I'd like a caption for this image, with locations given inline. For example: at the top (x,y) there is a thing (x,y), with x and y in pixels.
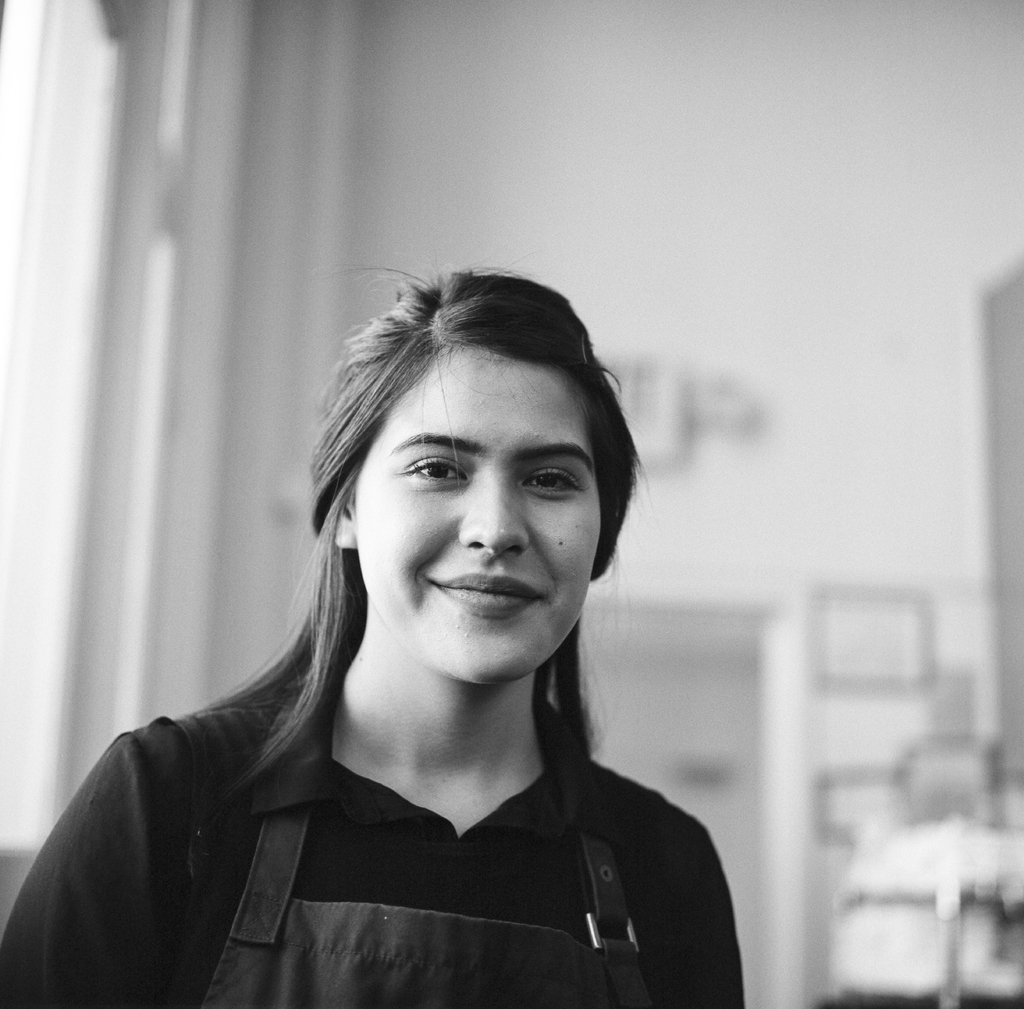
This is a black and white picture. Background (515,102) portion of the picture is blur. We can see the wall (763,147) and few objects (1004,962). In this picture we can see a woman (232,976) and she is smiling.
